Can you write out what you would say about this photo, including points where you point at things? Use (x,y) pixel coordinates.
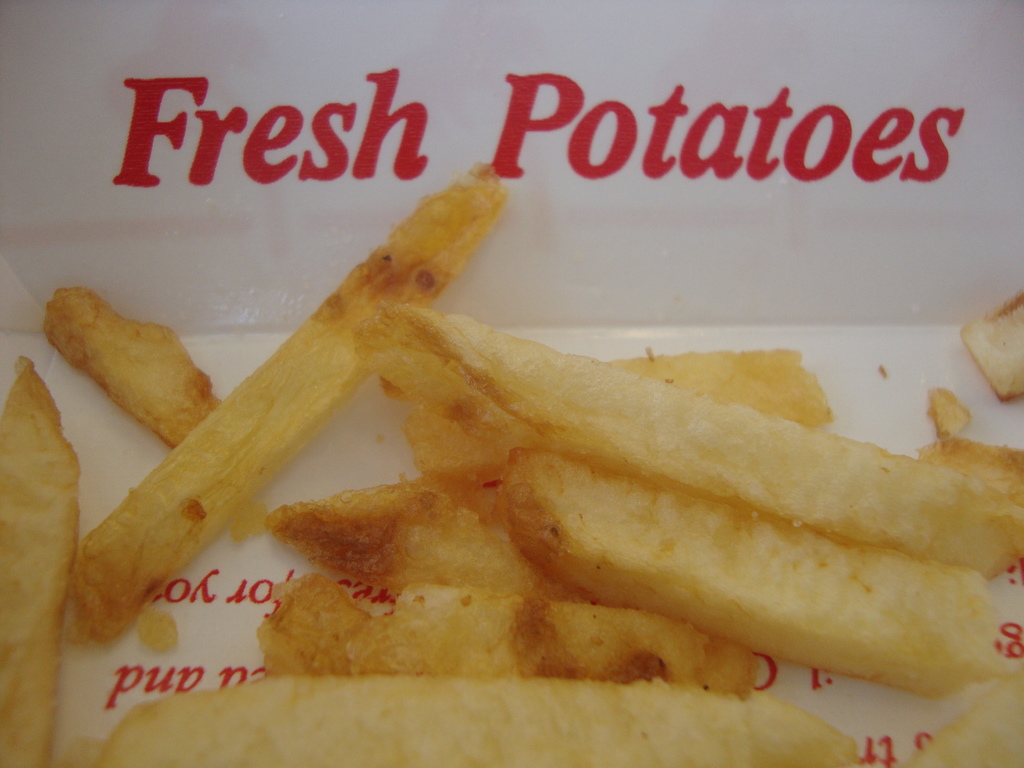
In the picture I can see food items (645,526). I can also see something written on a white color object (635,209).
